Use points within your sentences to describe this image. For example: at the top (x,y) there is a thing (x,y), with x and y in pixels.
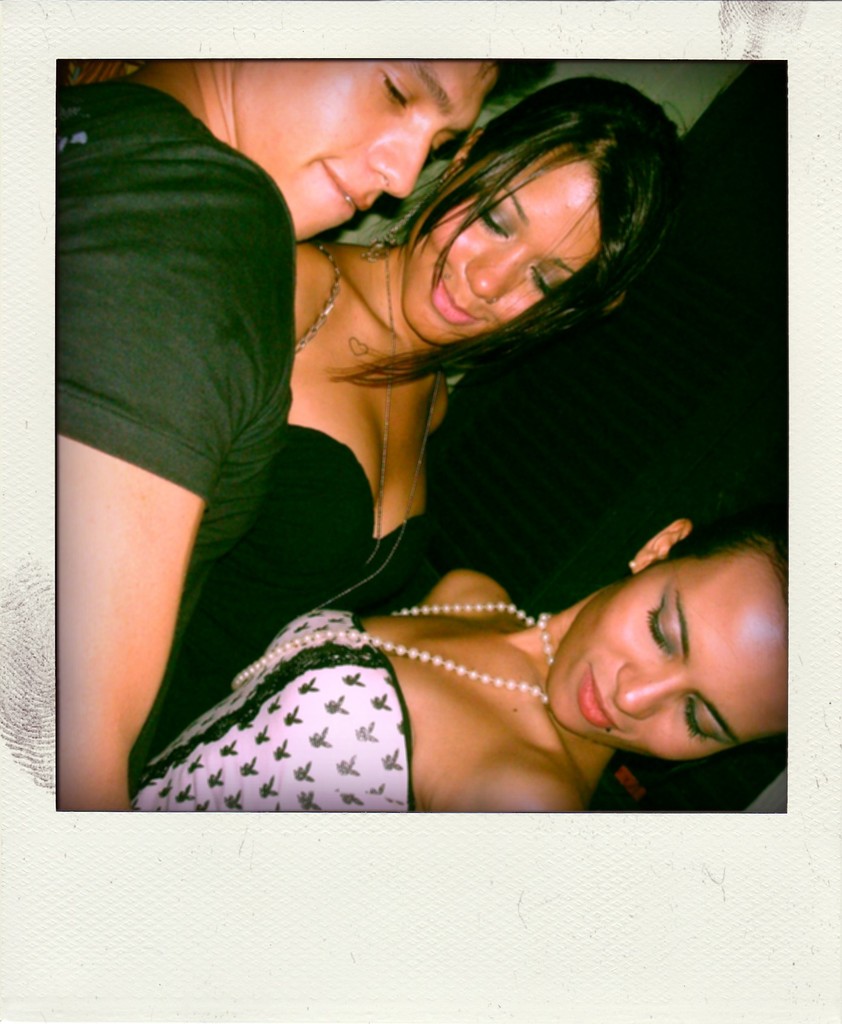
In this image this is the photography of group of people (346,679) and they are having black hair (685,546).
